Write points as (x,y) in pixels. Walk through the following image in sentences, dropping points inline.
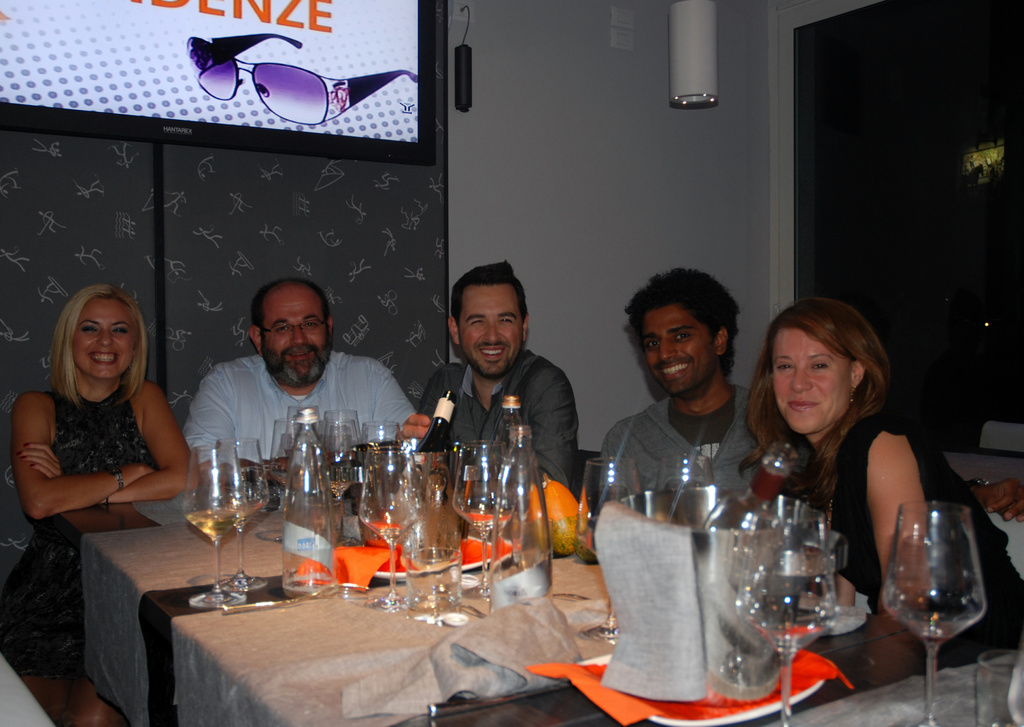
In this picture there are a group of people (77,669) sitting in front of the table (382,649) with some water bottles (309,505), wine bottles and wine glasses (399,525). There is a television (369,142) on the wall (532,113) in the background (407,143).
